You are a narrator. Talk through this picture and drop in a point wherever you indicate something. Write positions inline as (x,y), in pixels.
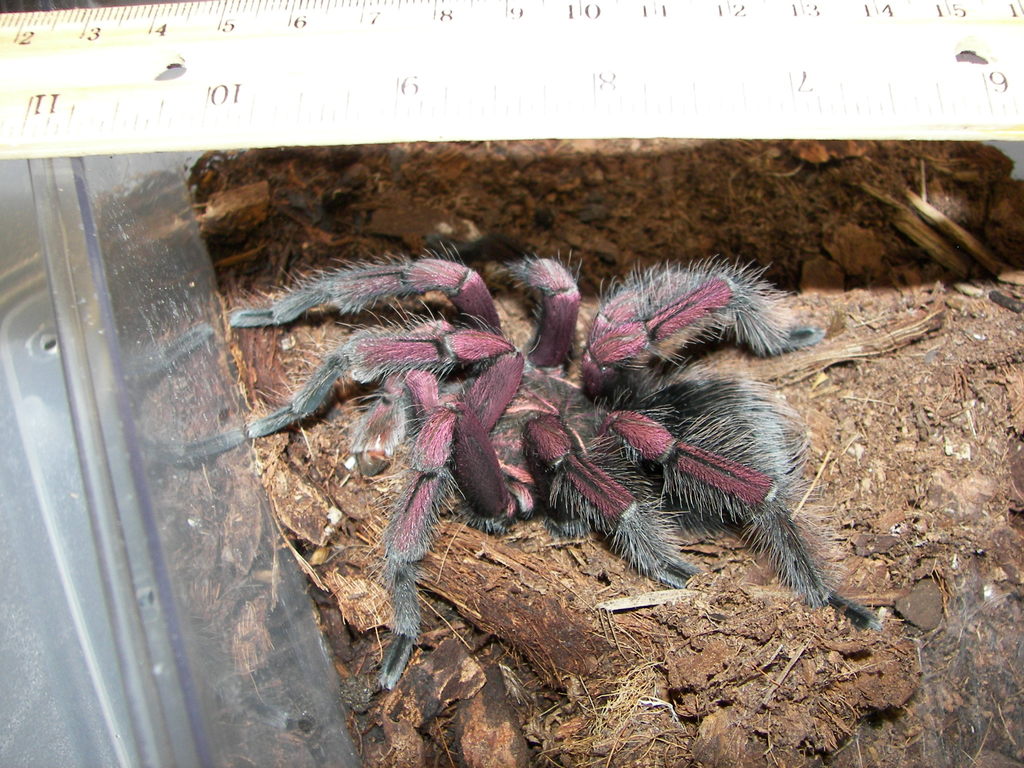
This is a zoomed in picture. In the center (568,354) there is an object (616,340) seems to be a spider (586,407) and we can see the dust (780,616) of the wood (792,603). On the left (85,293) there is an object (162,527). At the top (252,41) there is a ruler (585,94).
